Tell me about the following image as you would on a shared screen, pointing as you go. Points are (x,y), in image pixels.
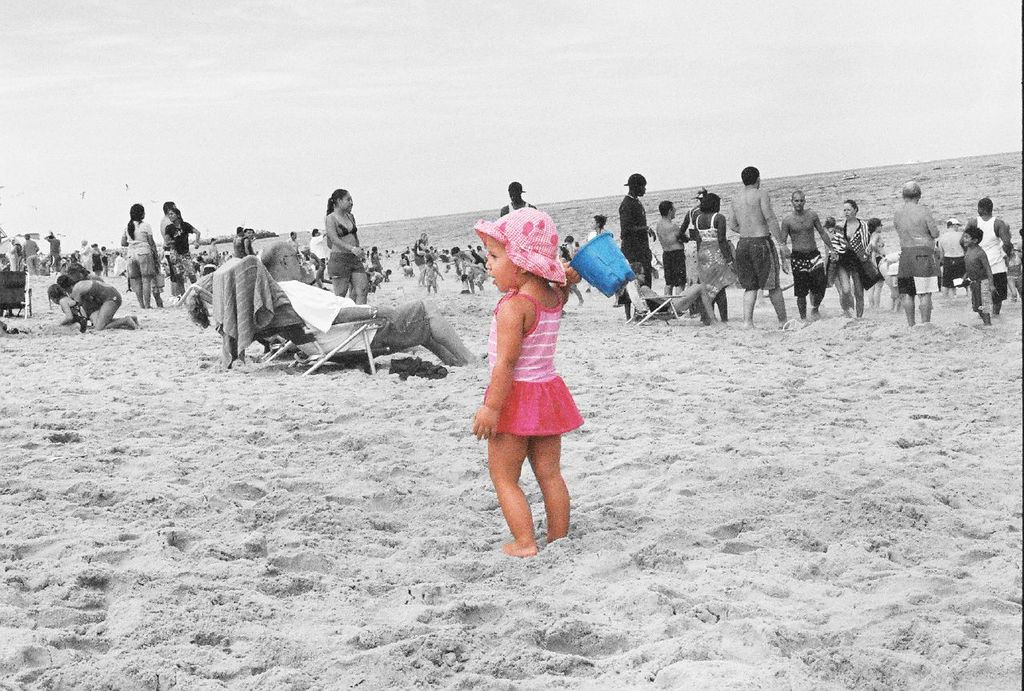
This is an edited image. In this image, in the middle (541,450), we can see a girl (553,441) standing on the sand (610,361) and holding a bucket (585,274) in her hand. In the background (724,224), we can see a group of people (67,295), water (961,219) in an ocean (961,219). At the top (401,101), we can see a sky (419,137), at the bottom (827,518), we can see a sand (813,527) with some stones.
